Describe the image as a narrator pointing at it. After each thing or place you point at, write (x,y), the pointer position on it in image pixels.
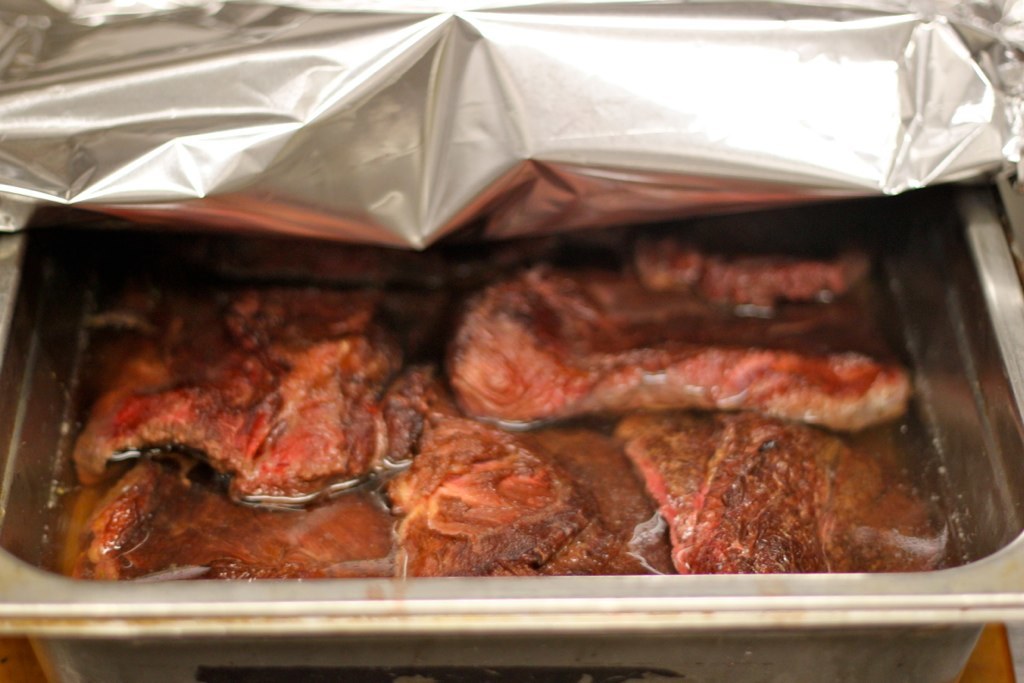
In the picture we can see a food item (628,523) in the tray (1012,465) and on the top of the tray (625,233) we can see a part of the silver paper (583,215).
